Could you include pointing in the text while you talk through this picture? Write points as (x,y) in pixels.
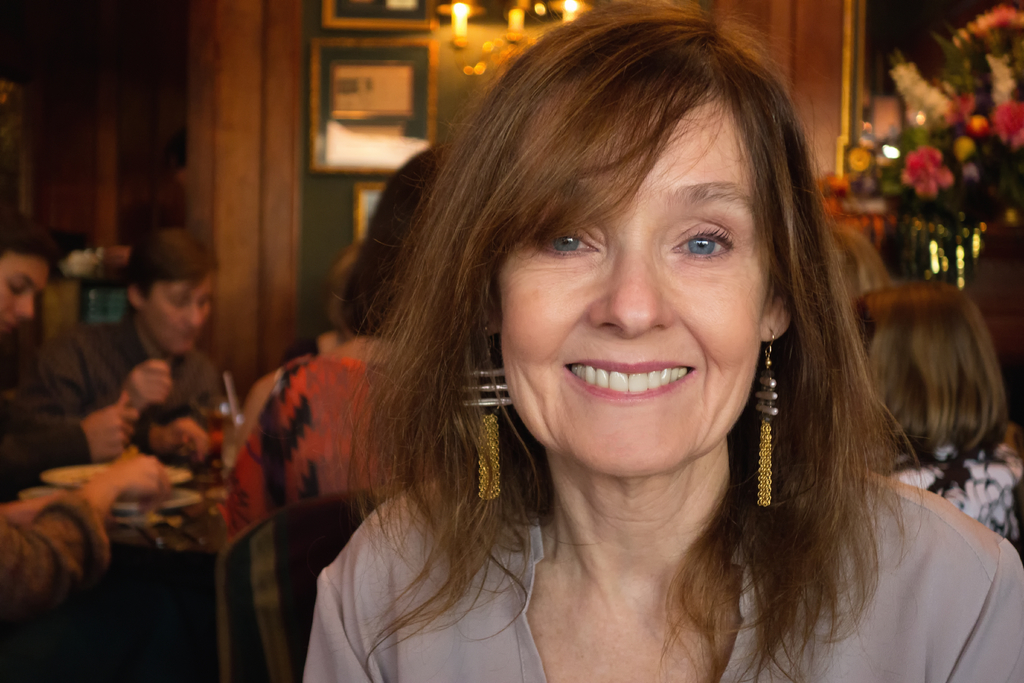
In this image in front (696,330) there is a person (544,354) wearing a smile on her face (679,327). Behind her there are a few other people (331,380) sitting on the chairs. There is a table (180,511). On top of it there are a few objects (220,464). In the background of the image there are photo frames (384,163) on the wall (340,213). There are lights (470,72). On the right side of the image (974,267) there is a bouquet (981,132).
